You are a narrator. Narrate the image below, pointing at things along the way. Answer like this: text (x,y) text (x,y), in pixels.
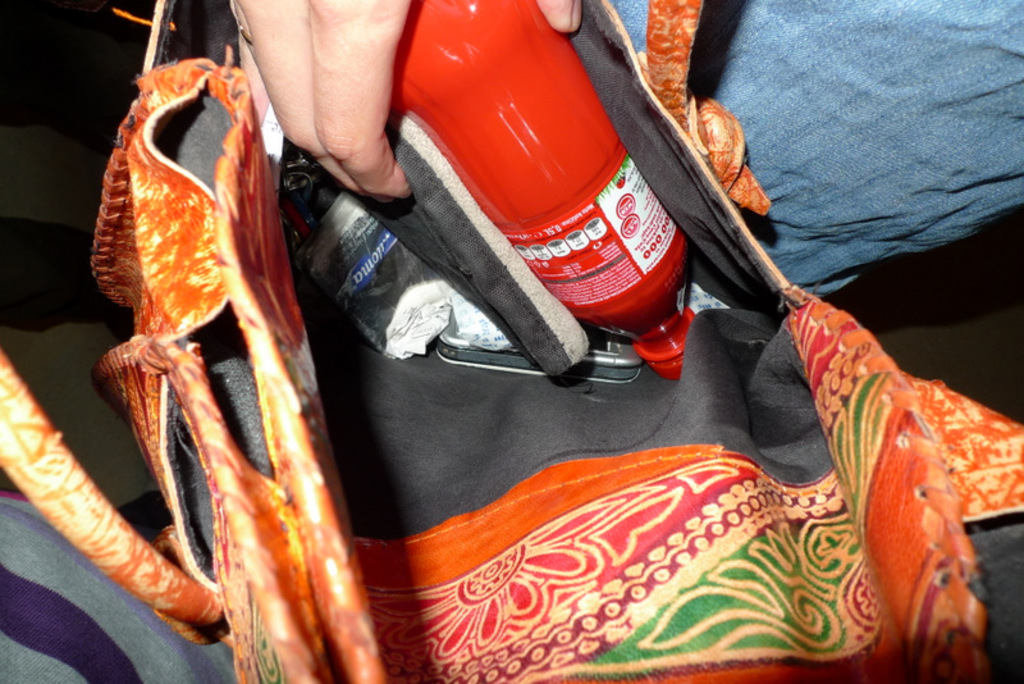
In the image we can see there is a person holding bag (11,385) and juice bottle (521,165) in his hand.
